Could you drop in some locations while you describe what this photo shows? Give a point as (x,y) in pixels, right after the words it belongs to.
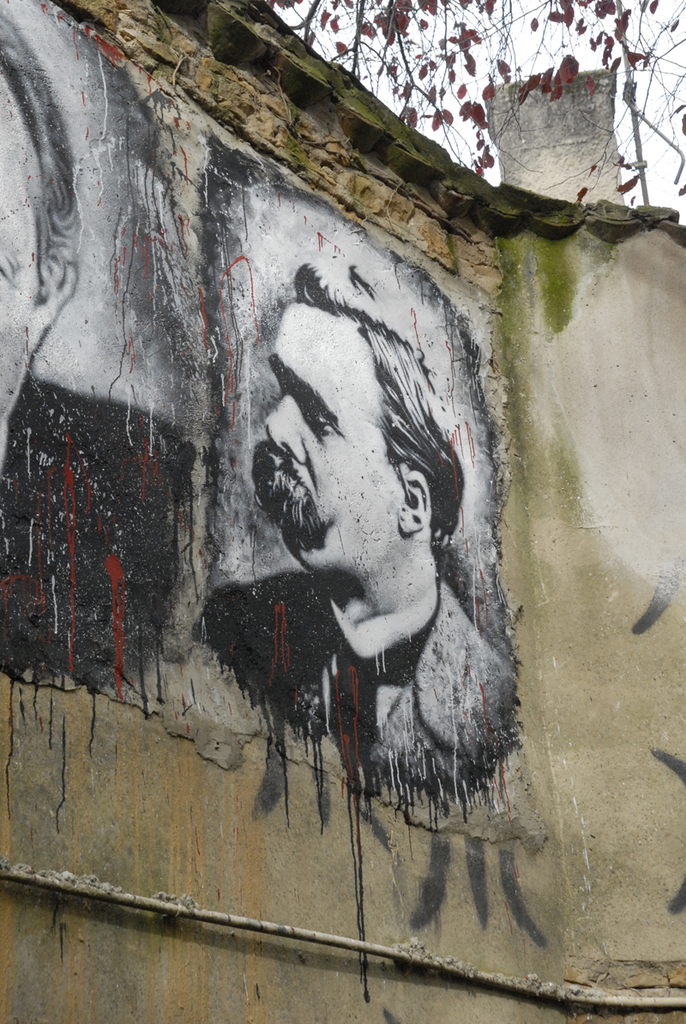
This picture is clicked outside. In the foreground (160,182) we can see the wall (568,280) of a house (509,378) and we can see the depictions (367,510) of two people (144,410) on the wall (415,245). At the top (536,60) we can see the sky (552,44), leaves (628,14) and some objects (548,103). At the bottom (664,999) there is an object (642,998) which seems to be the metal rod (642,998).
